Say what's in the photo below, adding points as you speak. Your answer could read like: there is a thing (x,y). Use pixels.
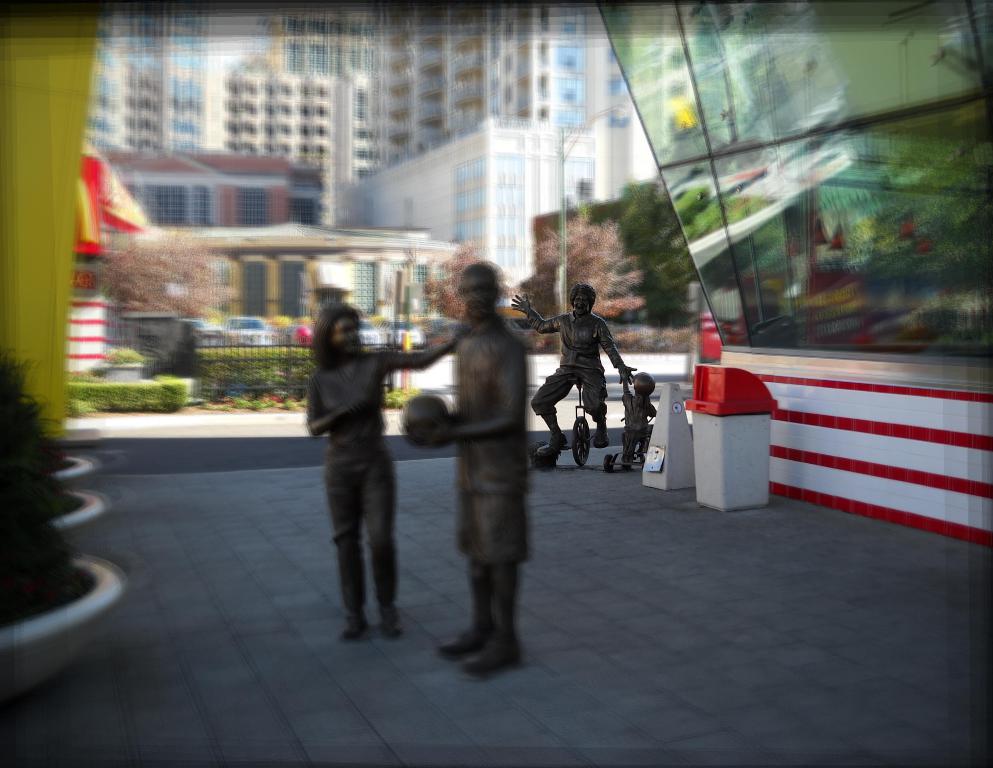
In the middle of the image (352,483) we can see sculptures (504,565) on the floor (561,498). In the background (598,118) we can see buildings (549,65), trees (204,288), fence (251,368), bushes (224,396), street poles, street lights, trash bin (721,374), glasses (675,62) and houseplants (81,468).
